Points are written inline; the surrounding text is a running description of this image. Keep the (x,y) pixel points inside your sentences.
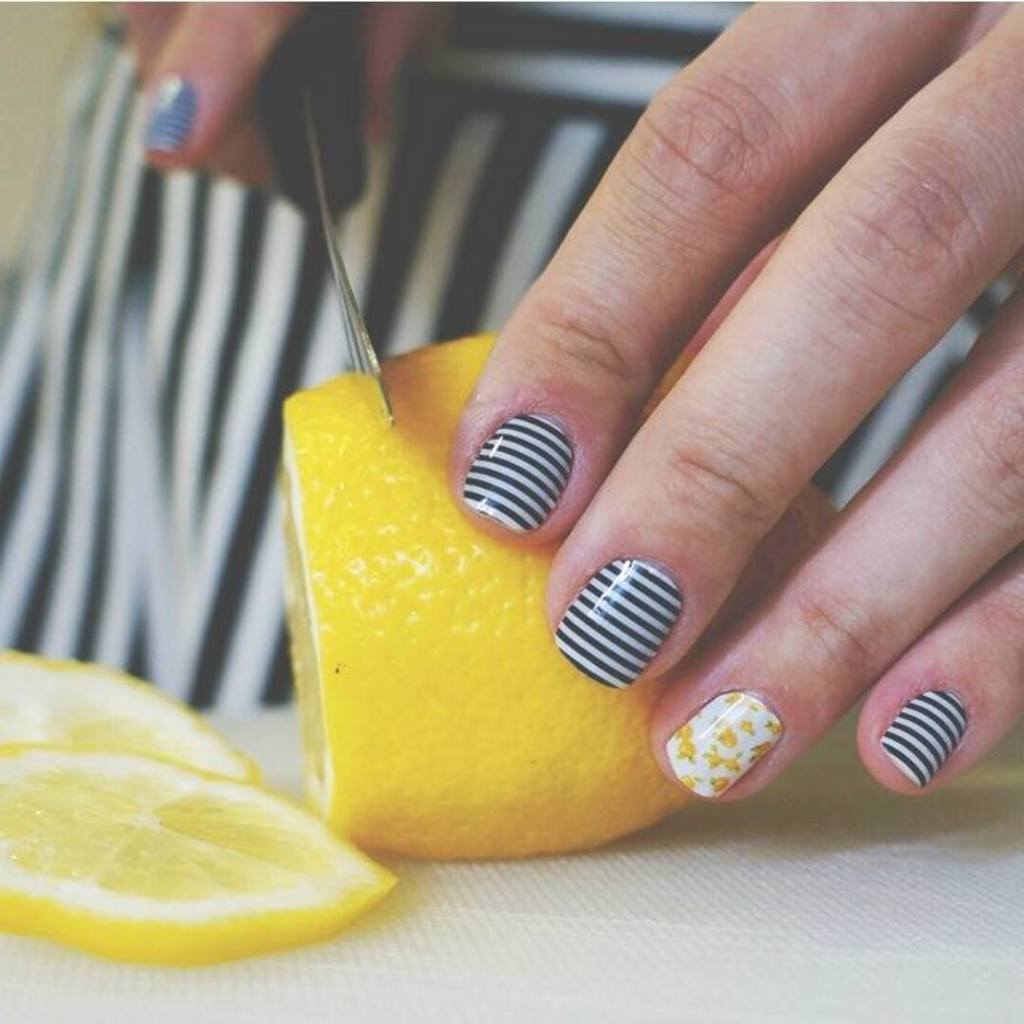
In this image we can see some woman (359,233) slicing the yellow color fruit (366,653) which is on the surface (810,851).
